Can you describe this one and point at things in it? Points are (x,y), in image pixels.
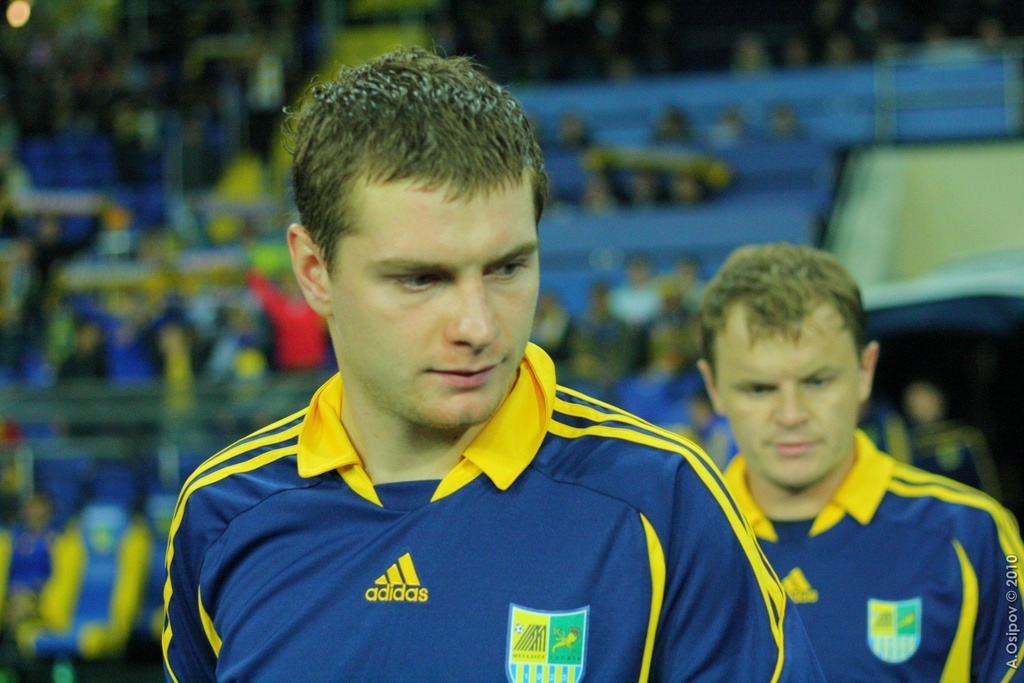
Background (70,77) portion of the picture is blurry and we can see the people (82,74). In this picture we can see men (802,635). In the bottom right corner of the picture (1018,660) we can see watermark (1015,635).
